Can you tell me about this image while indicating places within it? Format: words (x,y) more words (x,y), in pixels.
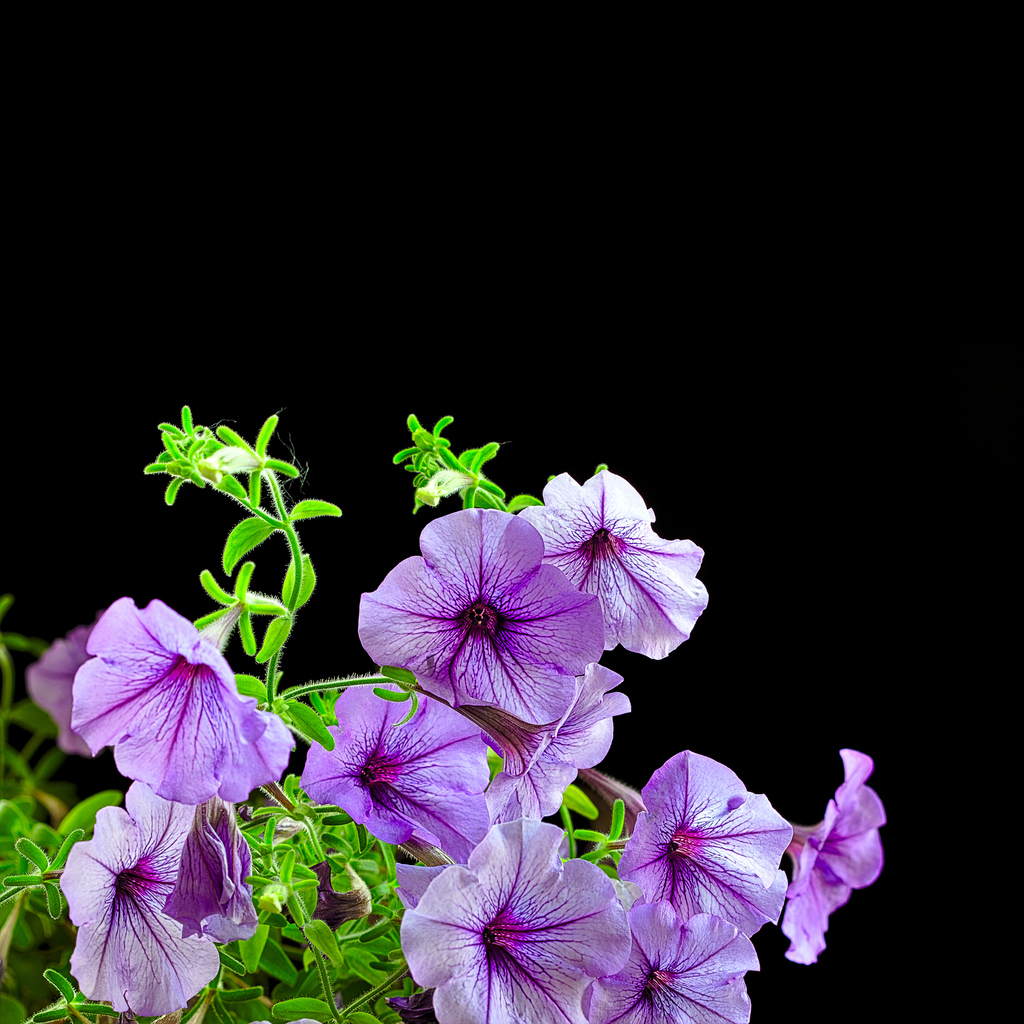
In this image I can see on the left side (124,907) there are flowers (433,713) in brinjal color and there are plants (292,844) in green color.
